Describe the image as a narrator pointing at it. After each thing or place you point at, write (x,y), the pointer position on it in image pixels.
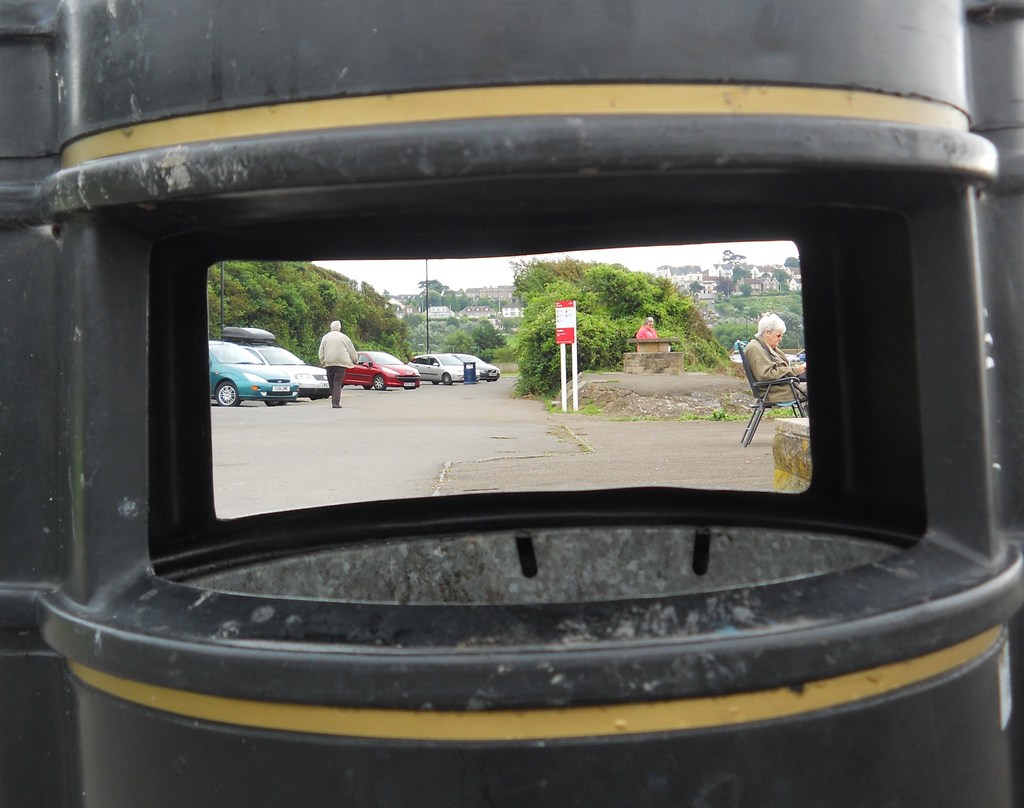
In this image in front (877,22) there is a black color object (454,233) through which we can see cars (442,355). There is a board (575,367). There is a person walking on the road (421,402). There are buildings (496,296), trees (654,289). In the background of the image (470,269) there is sky (449,279). On the right side of the image (755,364) there is a person (776,386) sitting on the chair (751,386). Behind the person (769,333) there is another person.
